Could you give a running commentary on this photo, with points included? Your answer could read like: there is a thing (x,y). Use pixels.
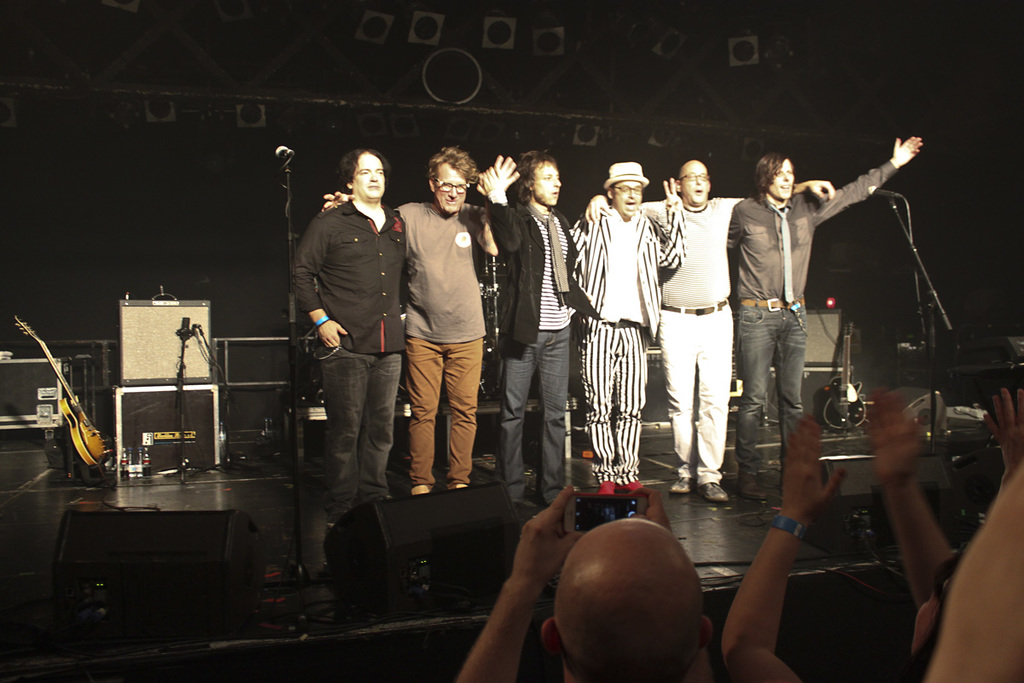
In this picture I can see few persons (659,644) in front (767,607) and I can see a person (631,581) in the middle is holding a phone (574,520) in his hands (546,527). In the center of this picture (653,434) I can see the platform (79,506), on which there are 6 man (669,217) standing. In the background (22,374) I can see guitars (84,442), tripods (202,331) and other equipment (202,314) and I see that it is dark in the background (382,143).
